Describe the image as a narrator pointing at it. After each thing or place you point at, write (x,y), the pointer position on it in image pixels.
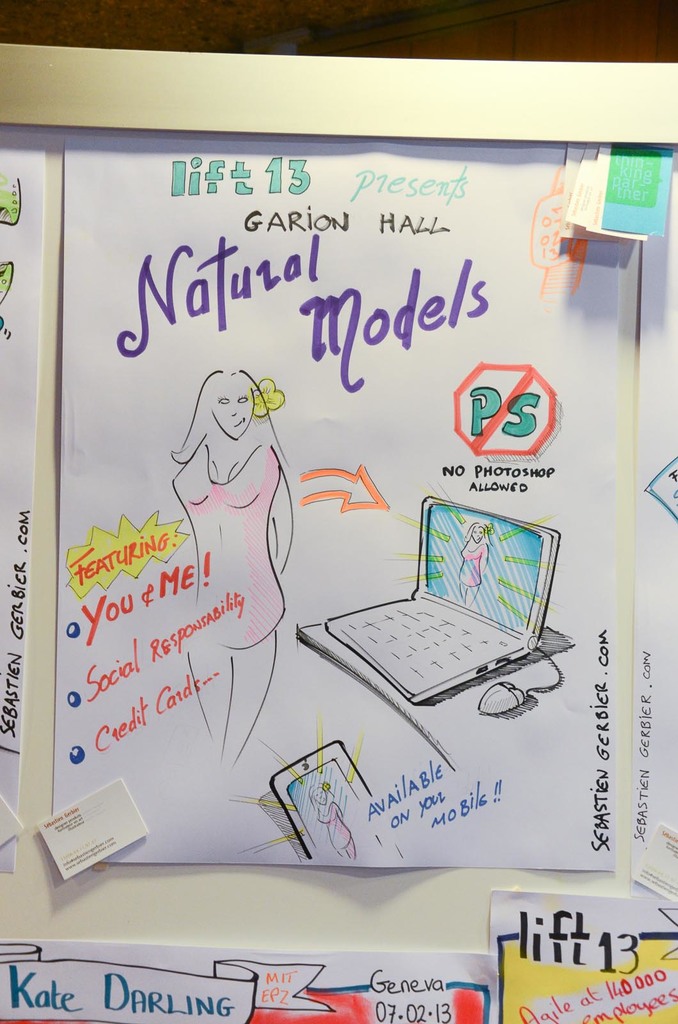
In this picture we can see a poster (282,421) with natural models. There is a person (192,466), and this is laptop (406,679). There is a mouse (545,687) connected to it. And this is mobile (343,843).
